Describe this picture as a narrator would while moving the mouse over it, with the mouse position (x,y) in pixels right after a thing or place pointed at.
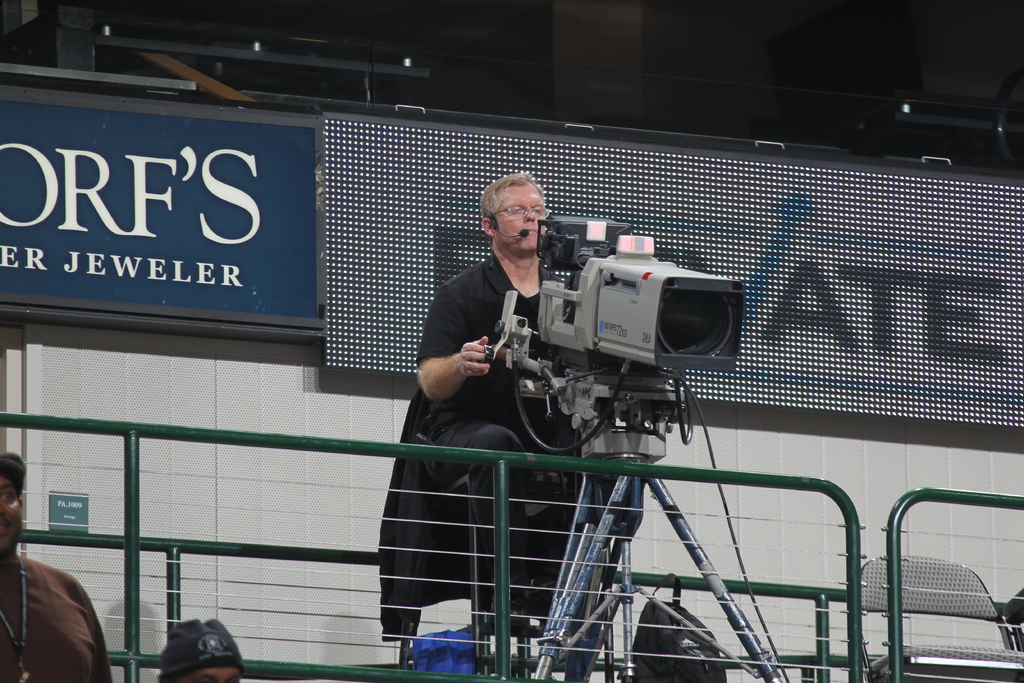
At the bottom of the image (276,670) there is railing (162,590). In the bottom left (45,577) corner of the image there are two persons (75,602). Behind the railing (481,452) there is a man (478,381) sitting and there is a mic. And in front of him there is a video camera (680,291). Behind the man (509,221) there is a screen (364,251) and also there is a board (155,211) with text (155,211) on it.
